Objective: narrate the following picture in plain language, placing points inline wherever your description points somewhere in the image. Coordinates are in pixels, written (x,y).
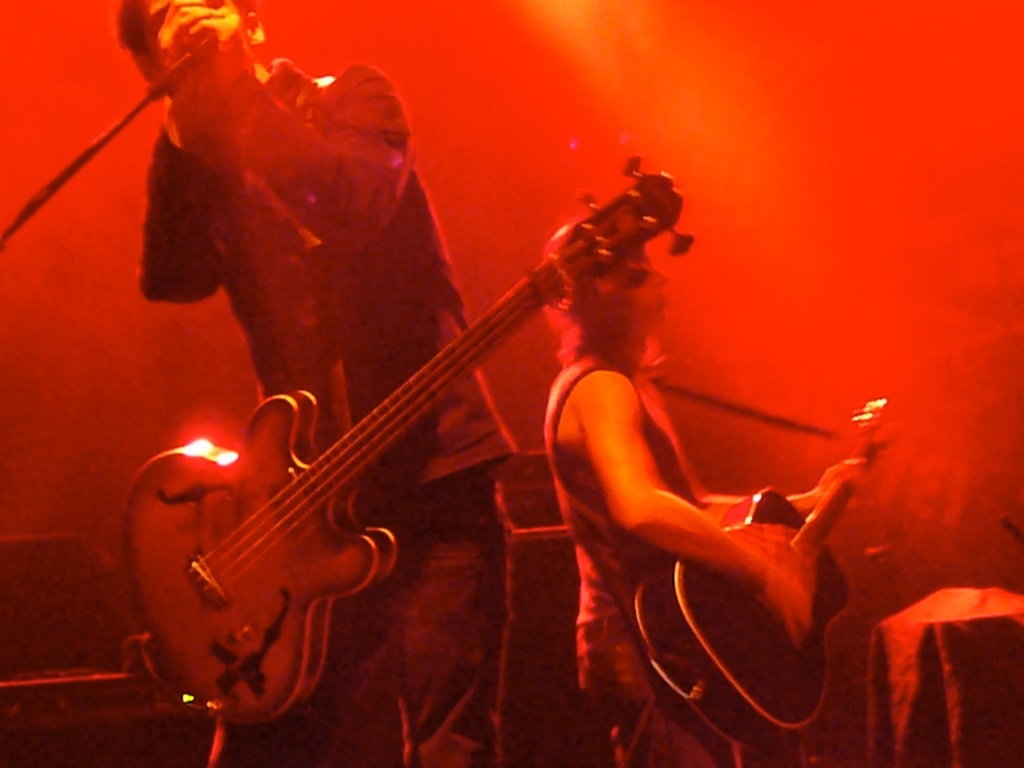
A man (325,94) is standing in the left side (259,167) and singing in the microphone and also he wear a guitar (349,448).
